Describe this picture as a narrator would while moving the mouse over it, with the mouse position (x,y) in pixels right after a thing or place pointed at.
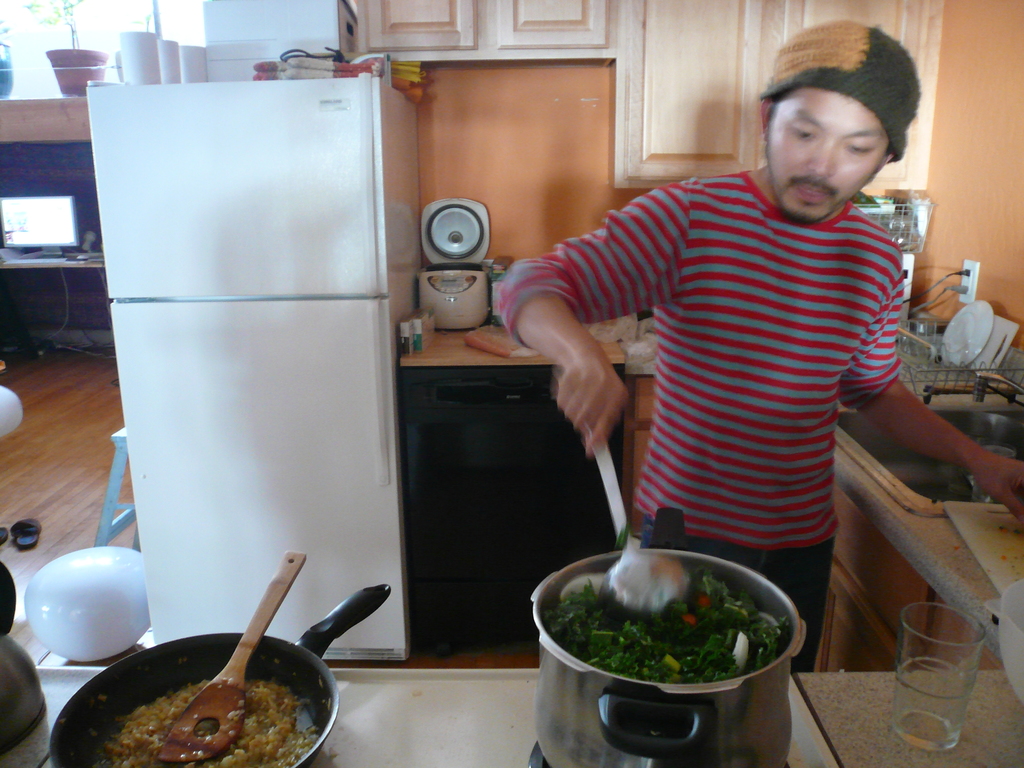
In the foreground of this image (407,710), on the bottom (432,724), on the stove (415,715), there is some food (258,729) and a spoon (222,707) on the pan (329,677) and also some leafy vegetable (687,641) in the pressure cooker (726,707). On the right (968,652), there is a glass (963,680) and a white object (1006,649) on the slab (881,739). Behind it, there is a man (712,449) standing, holding a spoon (615,494) and cooking. In the background (447,250), there is a refrigerator (221,203), cupboards (590,49), many objects (641,322) on the kitchen slab (1001,401) and a sink (1001,417) on the right (985,388). We can also see few potted plants (62,59) on the left top (89,52). There are few objects (11,407) on the floor (81,489) on the left side of the image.
